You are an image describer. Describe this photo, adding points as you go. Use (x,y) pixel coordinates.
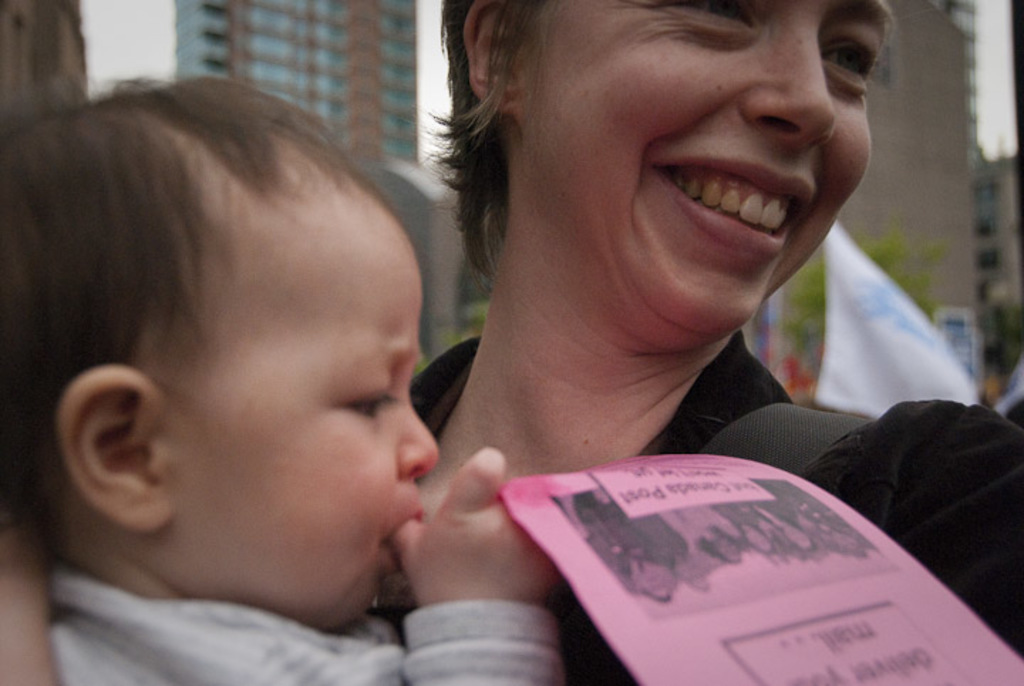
In this image we can see two persons (532,412). There is a paper (775,597) on which we can see many people (792,530) and some text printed on it. There is a white color object (861,361) behind a person (501,280). There are many buildings (895,217) in the image. There is a sky (135,36) in the image.
